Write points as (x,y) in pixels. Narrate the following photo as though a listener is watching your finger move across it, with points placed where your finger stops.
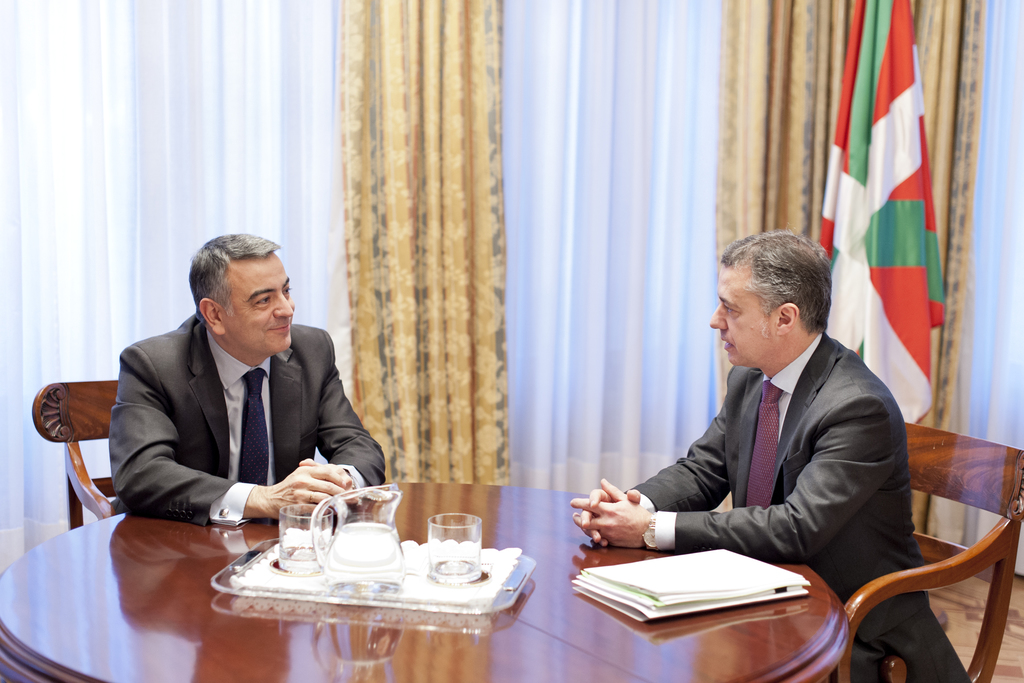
In the image we can see there are two men (724,415) who are sitting on chair (969,474).
